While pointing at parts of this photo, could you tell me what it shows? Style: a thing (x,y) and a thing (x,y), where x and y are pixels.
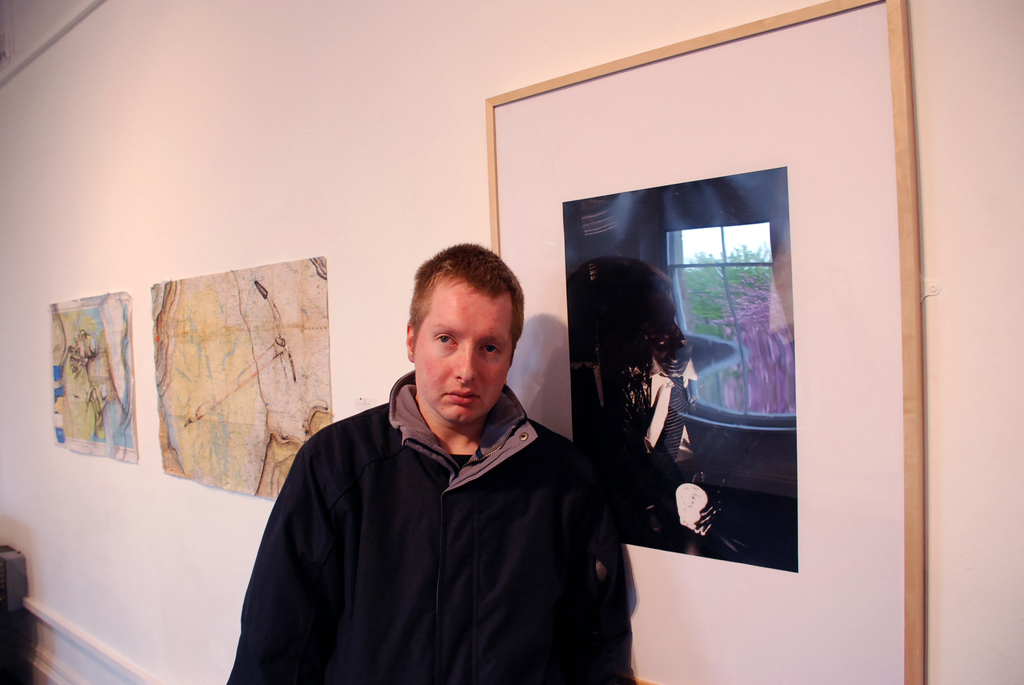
In this image, I can see a man (367,555) is standing. There are photo frames (57,377) attached to the wall (453,122). At the bottom left corner of the image (16,641), I can see an object (8,599).
